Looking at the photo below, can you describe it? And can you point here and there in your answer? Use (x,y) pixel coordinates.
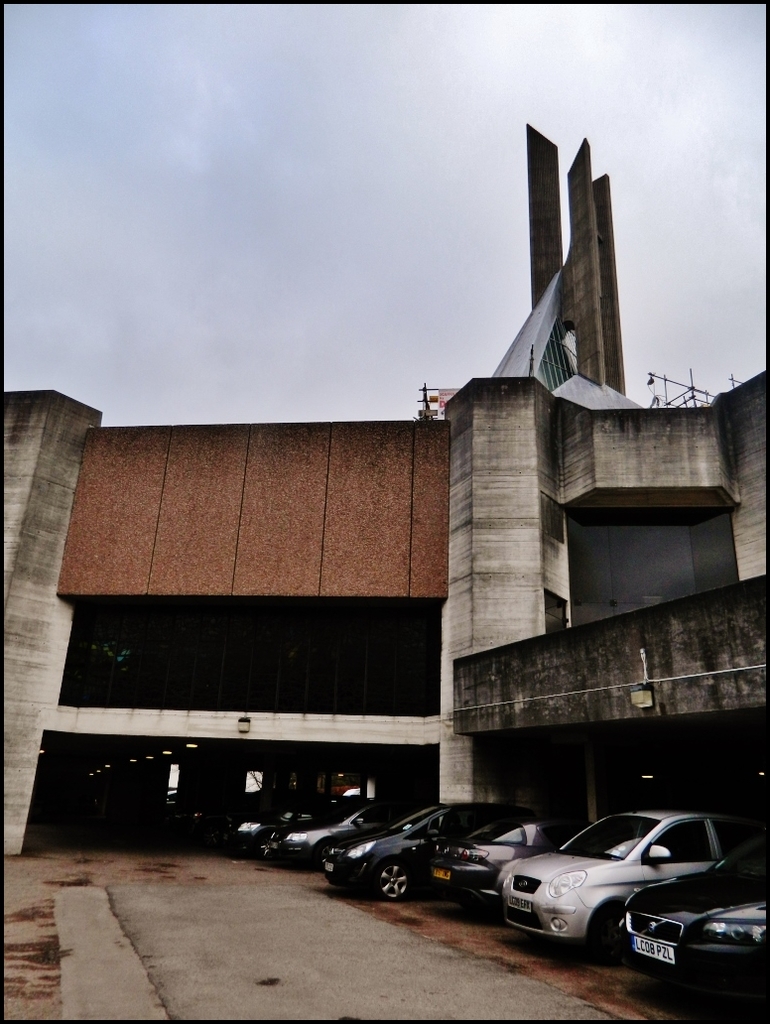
In this image in the center (401,468) there is a building (414,596), and there are some poles (655,375) on the building (622,368) and some pillars (578,362) and objects (453,391). At the bottom of the image (365,828) there are some cars (395,895) and there is a walkway (298,924), at the top (282,189) there is sky (299,196).
